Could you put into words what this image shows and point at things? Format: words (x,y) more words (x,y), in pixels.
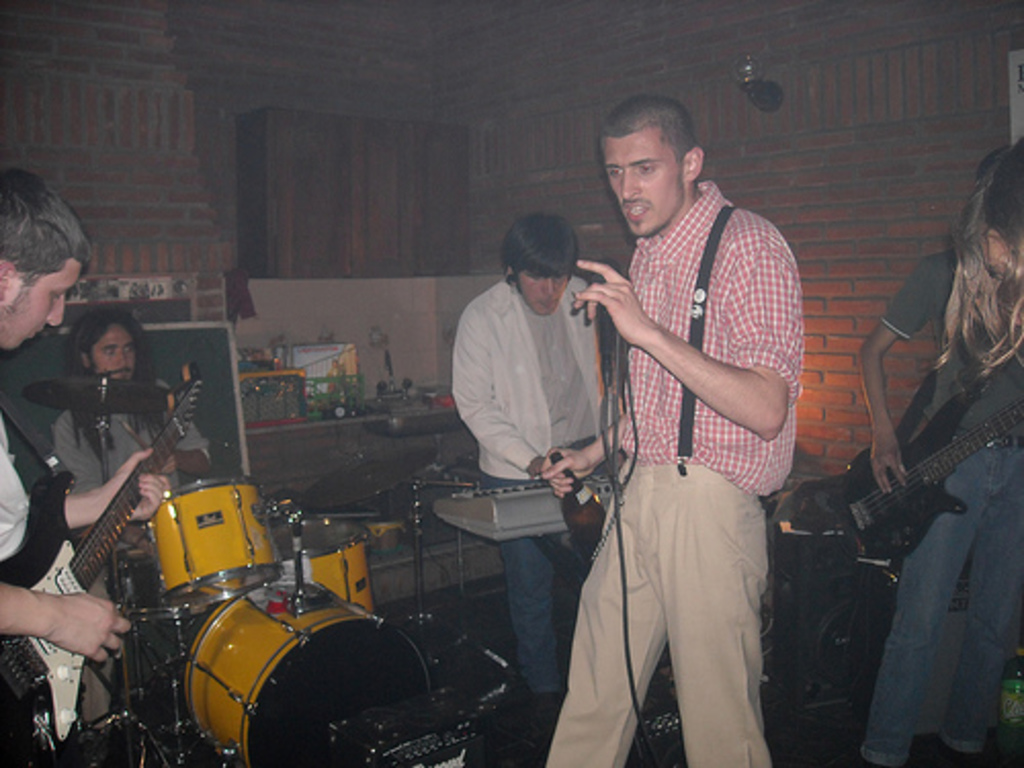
In these picture these four persons (705,511) are standing. This person (107,474) sitting. These two persons (161,502) holding guitar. this person (629,534) holding microphone (610,326) with cable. This person (528,557) playing piano (489,535). On the background (909,126) we can see wall (196,187). These are drums (179,511). This is drum plate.
